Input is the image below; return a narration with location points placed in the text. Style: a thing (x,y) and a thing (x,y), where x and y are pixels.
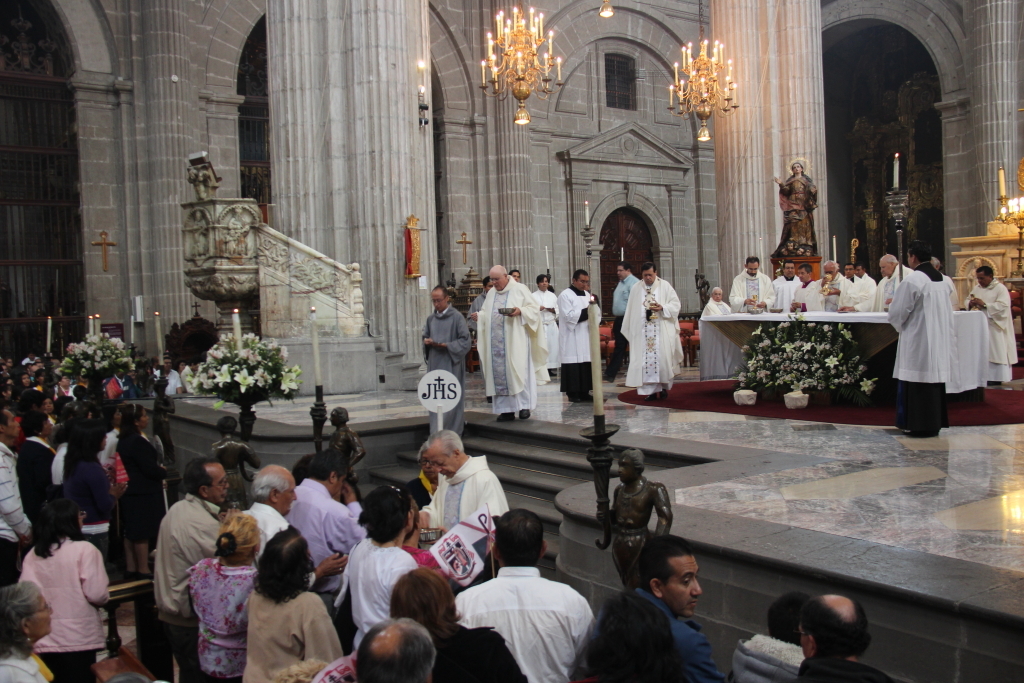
In this image there are group of people (663,394) standing, there are chandeliers (526,104), candles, sculptures (802,184), flowers (812,333), a table (860,315) and there are some other items (231,227).
